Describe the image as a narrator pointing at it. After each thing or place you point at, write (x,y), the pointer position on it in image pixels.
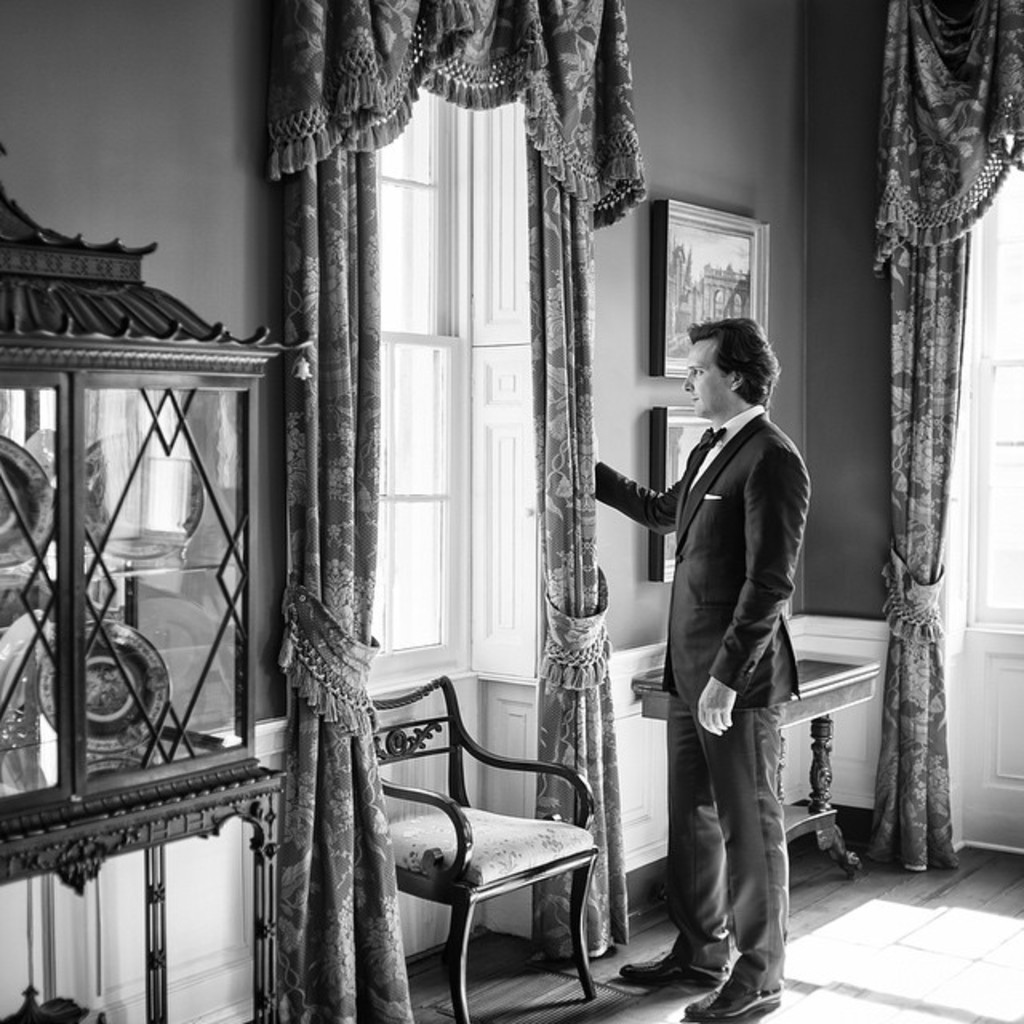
Here we see a man (766,533) standing in front of a window (437,328) and we see couple of curtains (612,28) hanging and a photo frame (765,225) to the wall (807,323).
